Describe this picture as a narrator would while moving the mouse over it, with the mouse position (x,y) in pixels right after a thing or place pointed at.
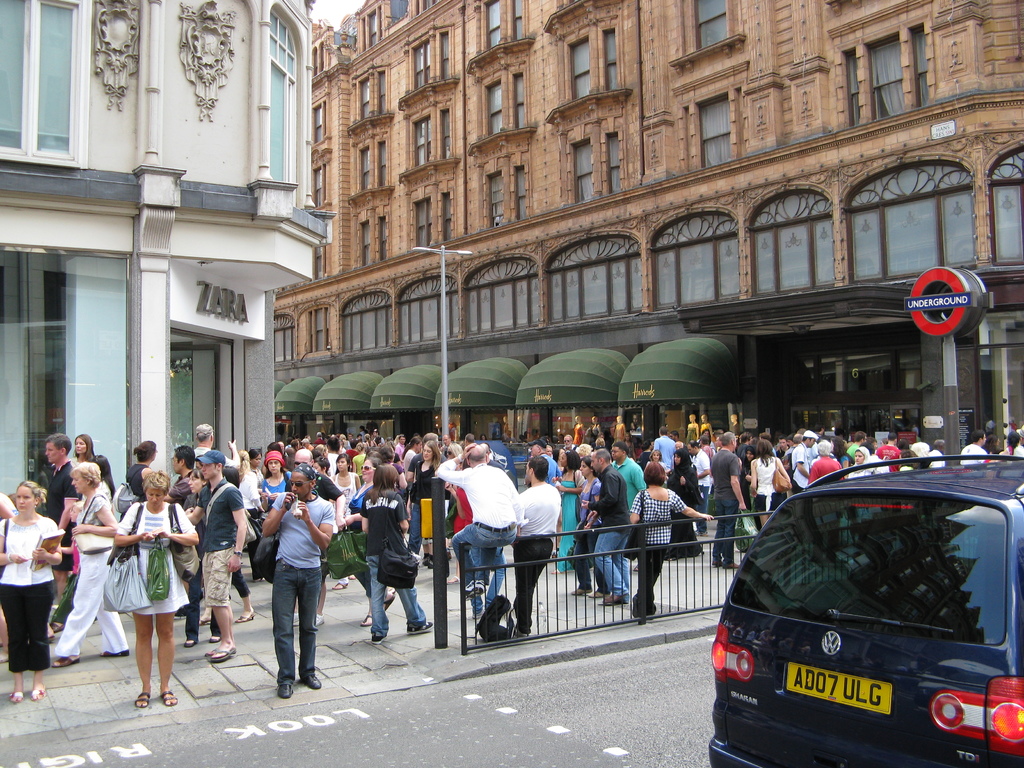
In this image I can see group of people (12,611) some are standing and some are walking. In front (946,659) I can see a vehicle (964,645) in black color, background (987,408) I can see a board (964,314) attached to the pole (952,357), few buildings (174,138) in cream and brown color and the sky (334,14) is in white color and I can see a light pole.
